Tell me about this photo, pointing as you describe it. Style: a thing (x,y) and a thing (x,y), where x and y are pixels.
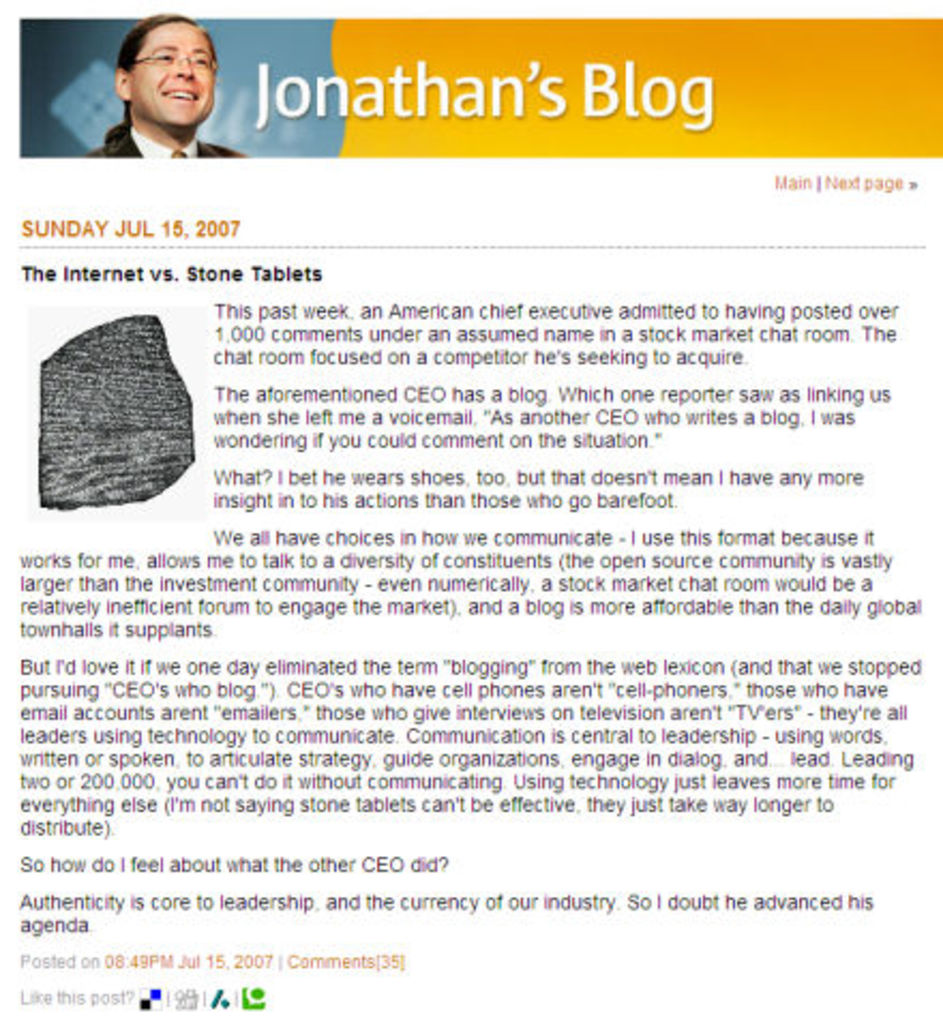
In this image there is a screenshot of page in which there is a person image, rock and some text (633,903).
